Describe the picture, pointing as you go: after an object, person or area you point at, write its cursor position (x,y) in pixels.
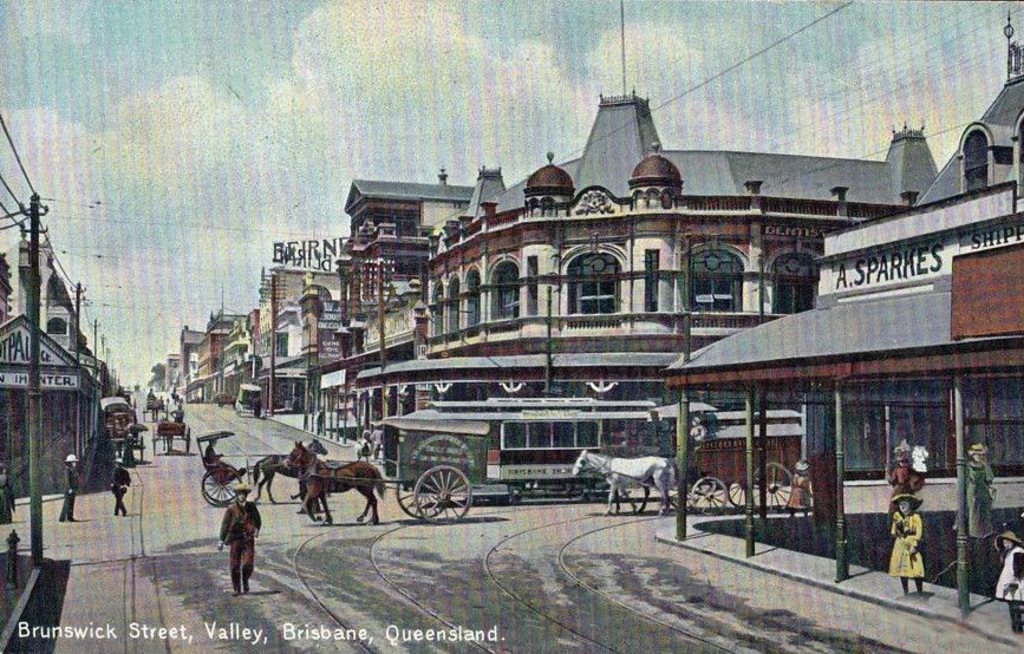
In this picture I can see a poster (694,360), there are vehicles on the road (210,408), there are horses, there are group of people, there are poles (273,327), cables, there are buildings (429,383), and in the background (76,241) there is the sky (76,241) on the poster (478,78), and there is a watermark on the image.
